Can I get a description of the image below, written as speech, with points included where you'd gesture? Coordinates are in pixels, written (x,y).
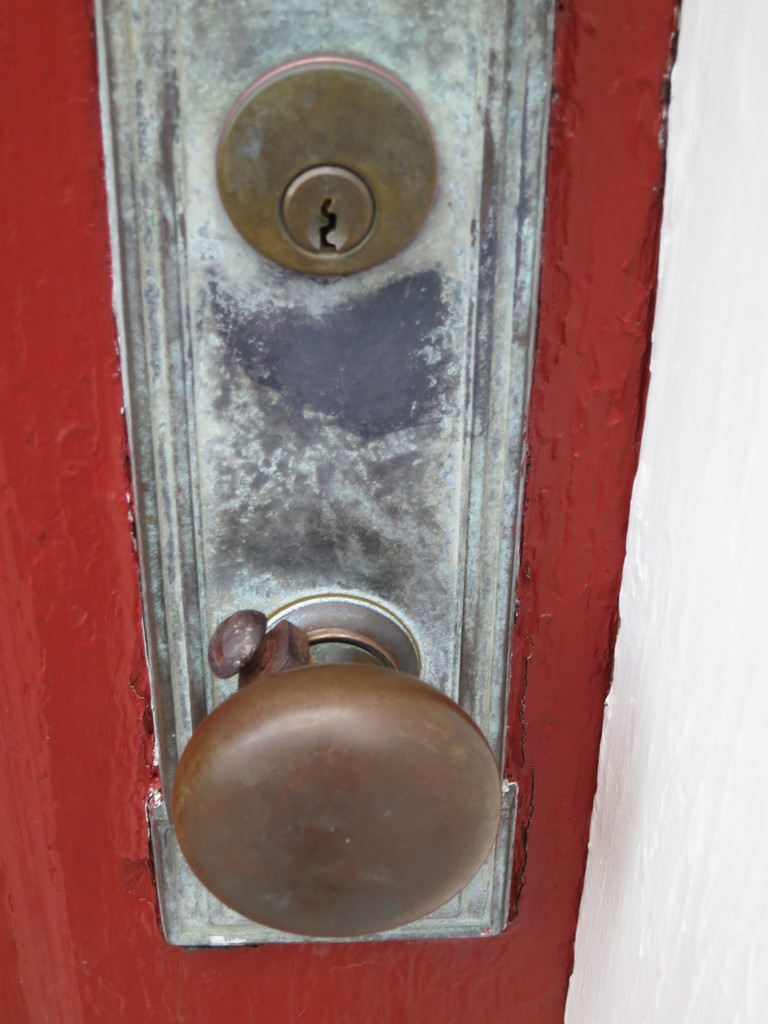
In this image I can see a door (574,678), wall (628,661) and a locker (334,373). This image is taken may be in a house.
